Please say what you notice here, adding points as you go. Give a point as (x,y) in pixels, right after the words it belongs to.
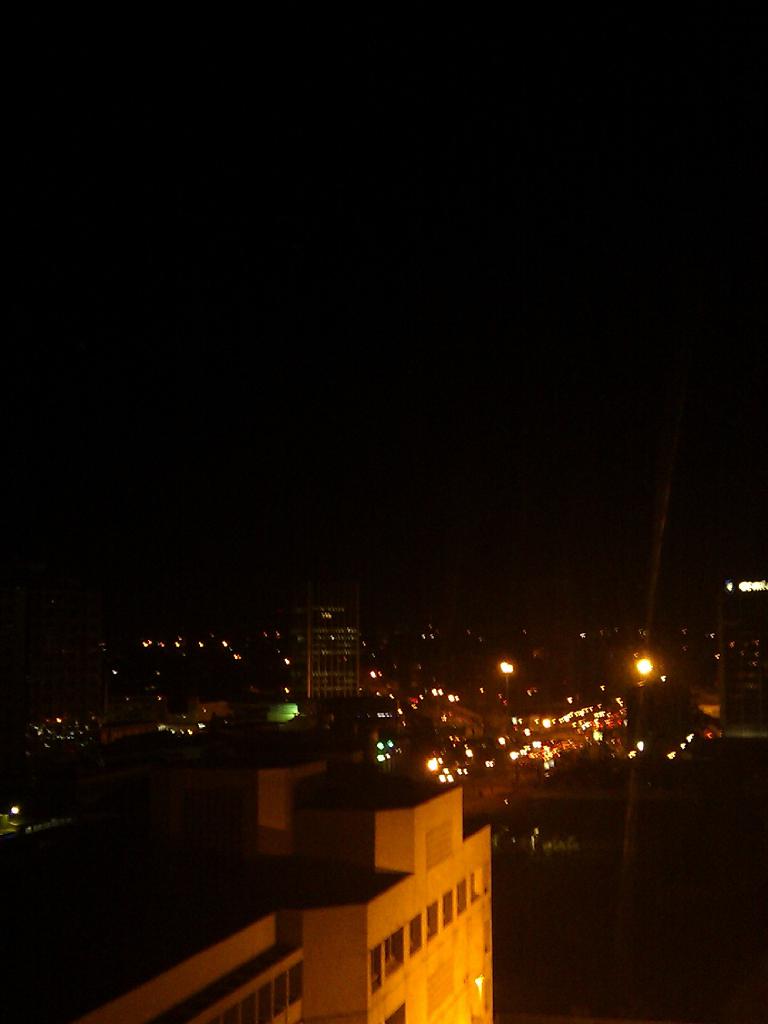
In this image at the bottom (766,690) there are some buildings (475,856), houses (381,808) and some lights (597,730). At the top of the image (481,295) there is sky (449,386).
